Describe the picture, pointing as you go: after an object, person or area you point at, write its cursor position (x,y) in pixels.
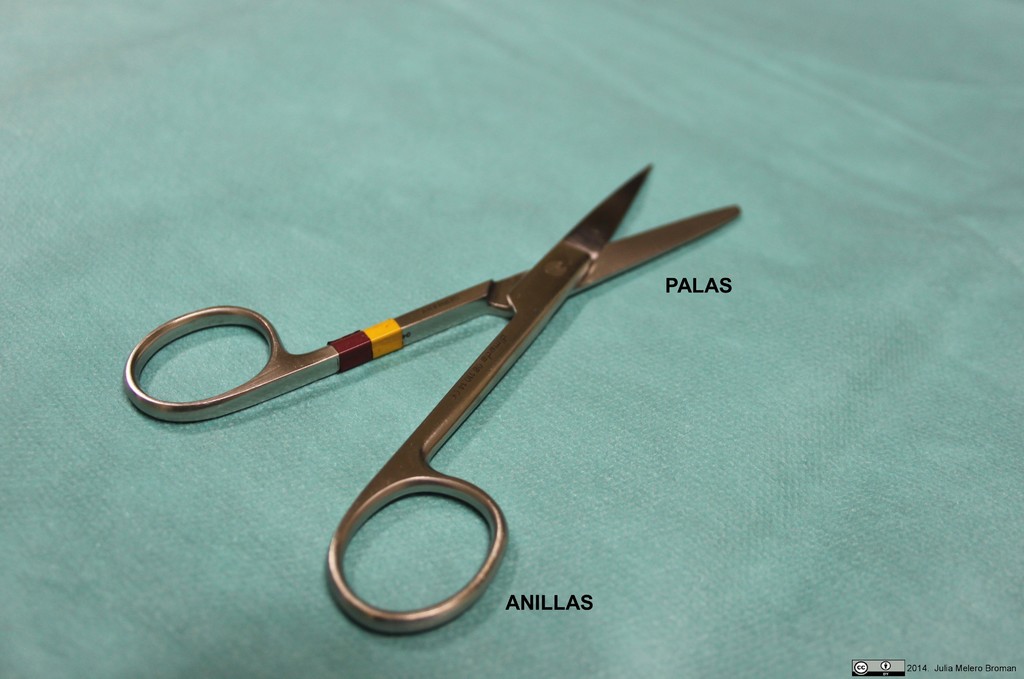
In the picture I can see a scissor (510,306) which has something written beside it and there is something written in the right bottom corner (950,667).
